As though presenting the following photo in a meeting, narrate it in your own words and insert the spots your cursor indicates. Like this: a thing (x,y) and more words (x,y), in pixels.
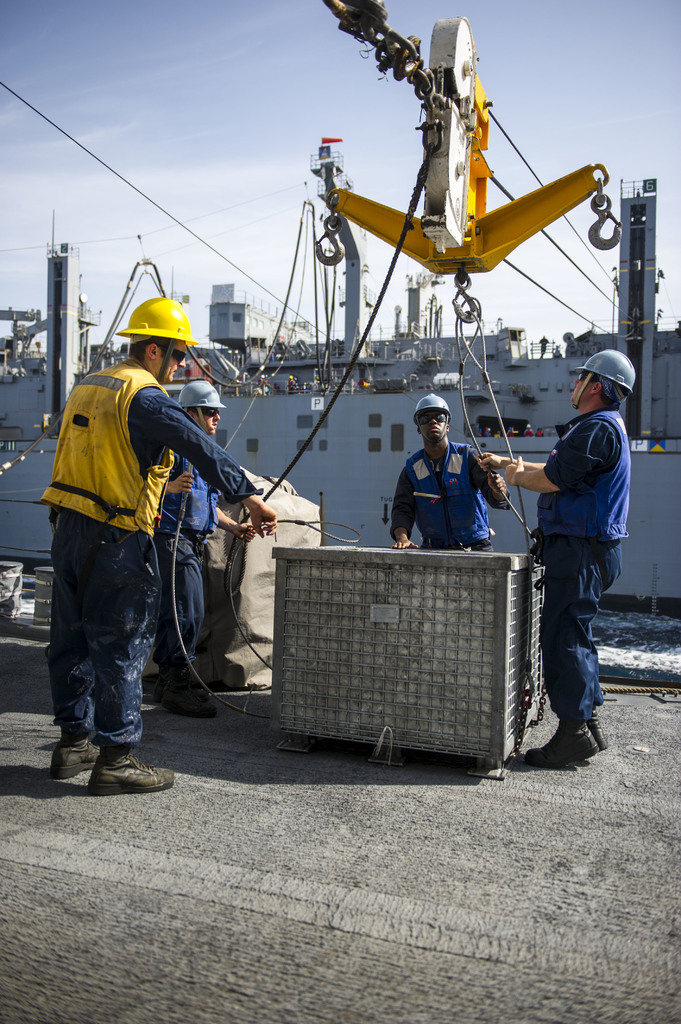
This is an outside view. Here I can see four men (179,486) standing on the ground (266,780). In the middle of these persons (172,607) there is a box (390,715). In the background (304,410) there is a ship (565,400) and there are many objects (348,334) on this. At the top of the image (365,204) there is a crane (455,234) and also I can see the ropes (586,276). At the top of the image (206,49) I can see the sky (228,68).
